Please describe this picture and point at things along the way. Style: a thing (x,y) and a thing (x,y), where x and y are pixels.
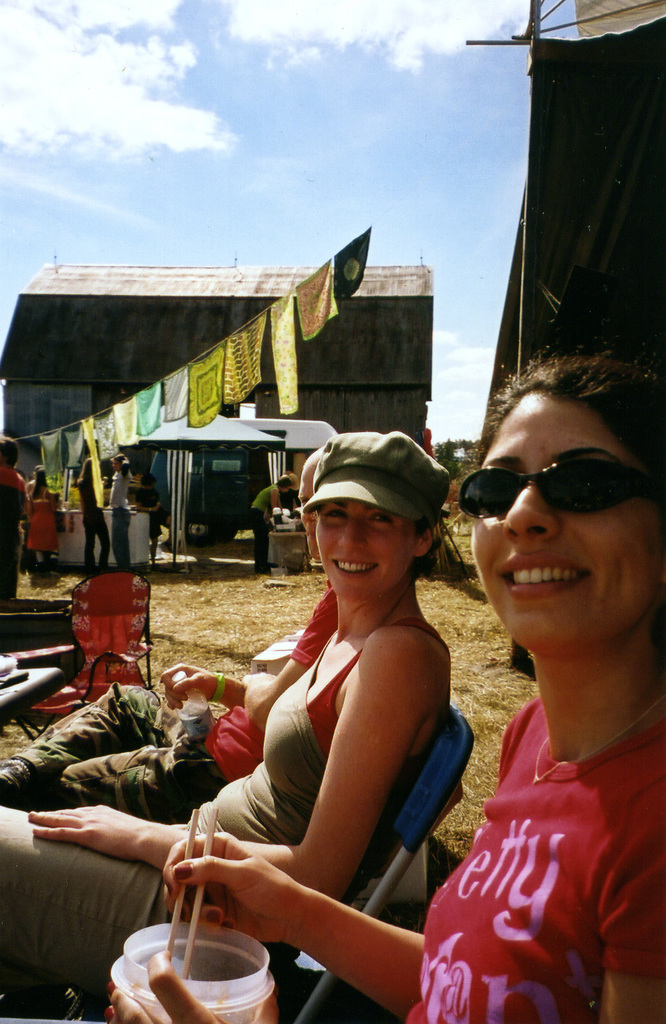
In this picture we can see two women (408,942) sitting on chairs (380,868) here, the woman (408,950) in the front (373,999) is holding chopsticks (179,907), this woman (365,571) wore a cap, we can see clothes (322,315) here, in the background (383,294) there is a building (365,337), we can see some people (86,498) standing here, at the bottom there is grass (220,611), we can see a vehicle (257,485) here, there is sky (247,112) at the top of the picture (257,102).
